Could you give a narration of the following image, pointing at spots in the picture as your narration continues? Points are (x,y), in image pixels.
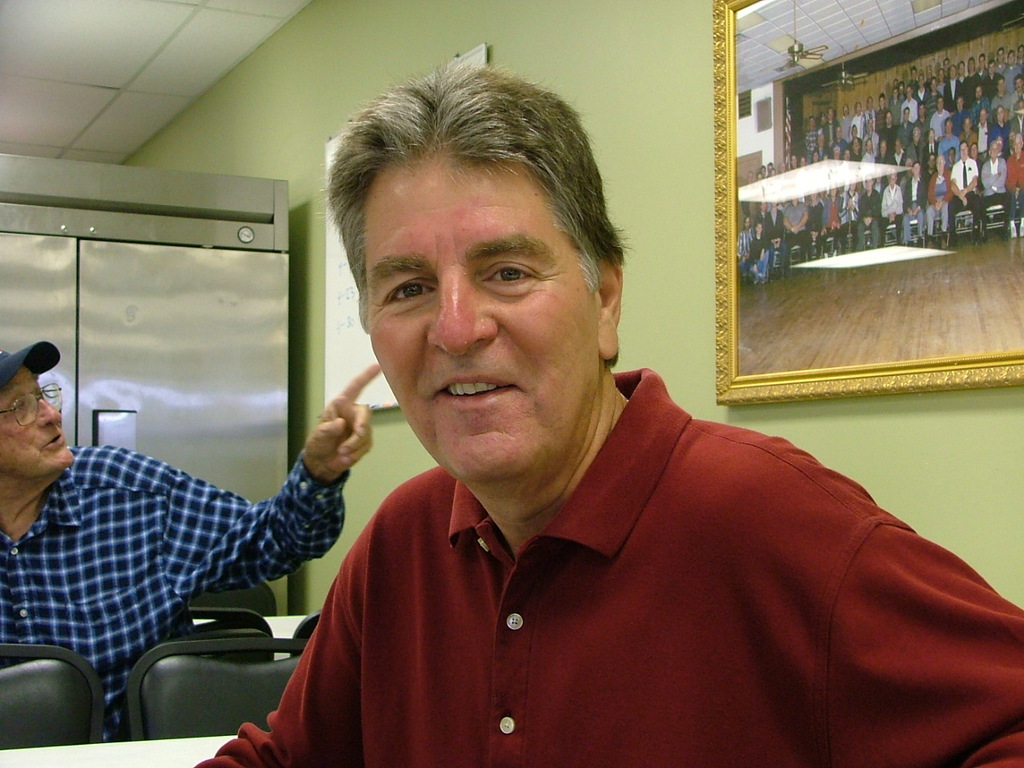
In this image we can see two men (569,495). Here we can see tables (116,765), chairs (223,726), wall (1005,456), frame (903,90), board (343,379), ceiling (267,13), and a cupboard (239,348). In the frame (903,341) we can see group of people (948,207), floor (935,321), ceiling (873,5), and fans (800,58).
